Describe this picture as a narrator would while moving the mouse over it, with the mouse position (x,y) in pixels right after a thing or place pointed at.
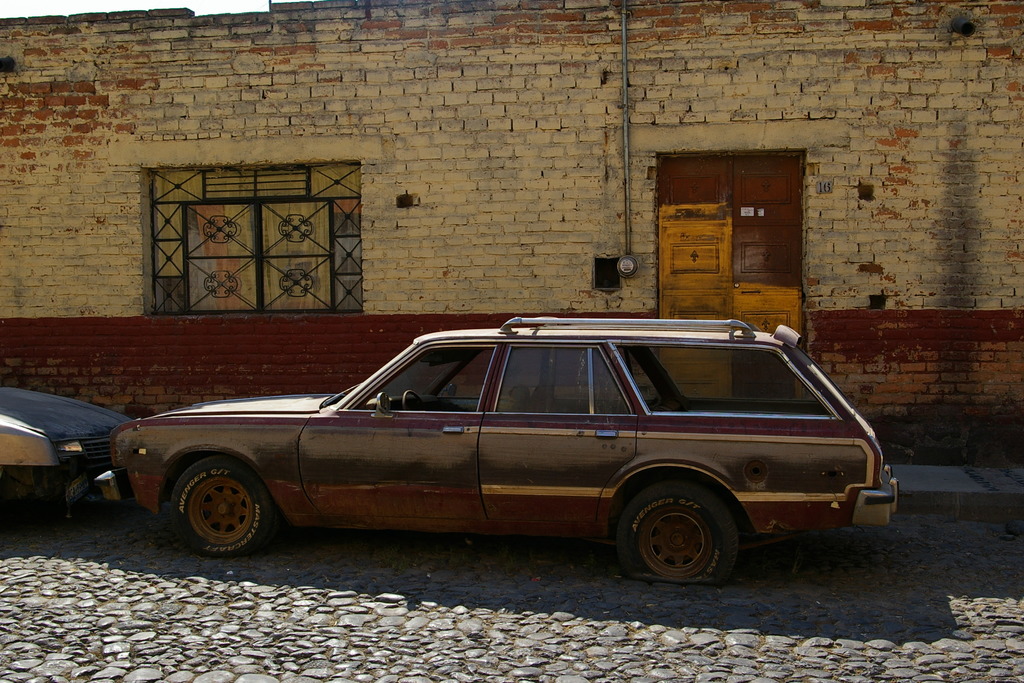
In this picture we can see two vehicles (186,496) parked on the road (96,510). Behind the vehicles (113,427), there is a house (448,146) with a door (694,265), window (228,260) and a pipe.
